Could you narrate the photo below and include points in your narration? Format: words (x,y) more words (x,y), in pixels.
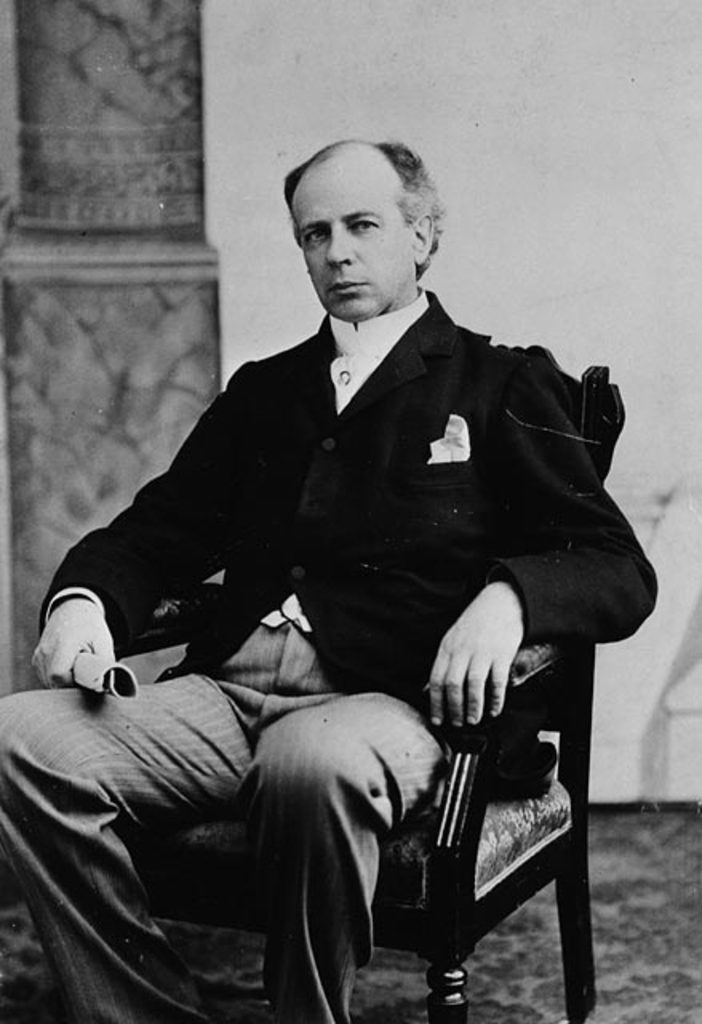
This is a black and white picture. In this picture we can see a person (264,737) holding an object (127,685) in his hand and sitting on a chair (579,990). It looks like a pillar (181,208) and a wall (270,135) is visible in the background (628,374).
